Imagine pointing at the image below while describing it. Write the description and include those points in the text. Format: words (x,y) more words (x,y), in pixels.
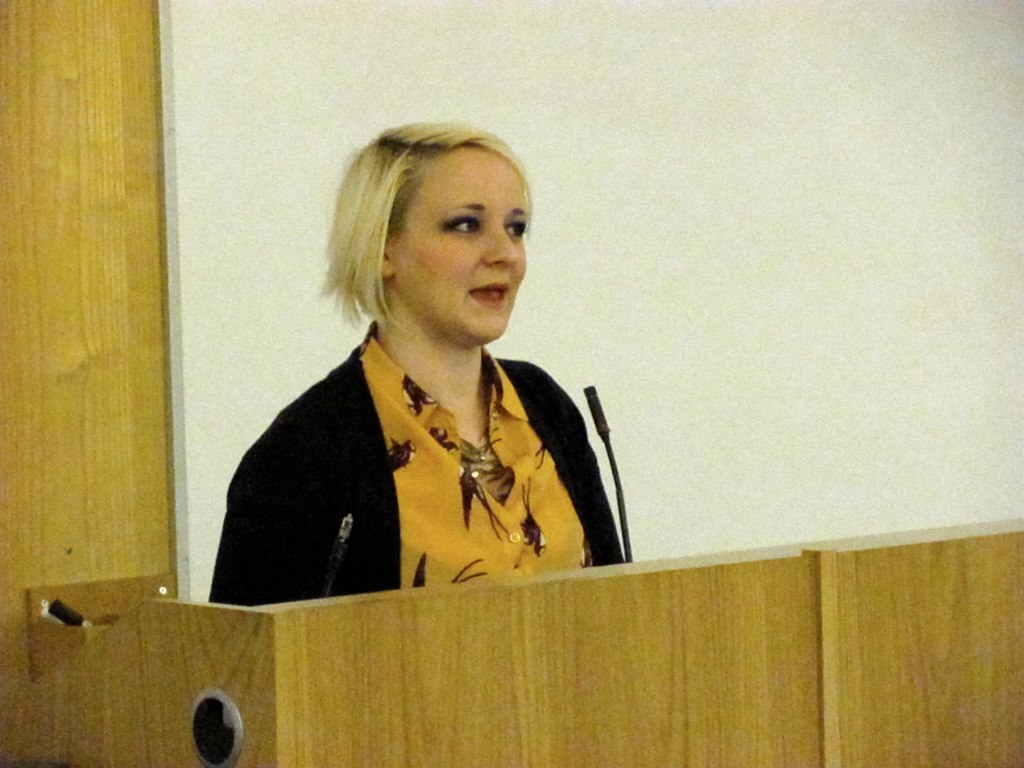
In this image there is one women (452,521) standing in the middle of this image (353,484) is wearing a black color blazer (340,520). There is a Mic (627,527) in the middle of this image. There is a wall (838,404) in the background (635,516).
